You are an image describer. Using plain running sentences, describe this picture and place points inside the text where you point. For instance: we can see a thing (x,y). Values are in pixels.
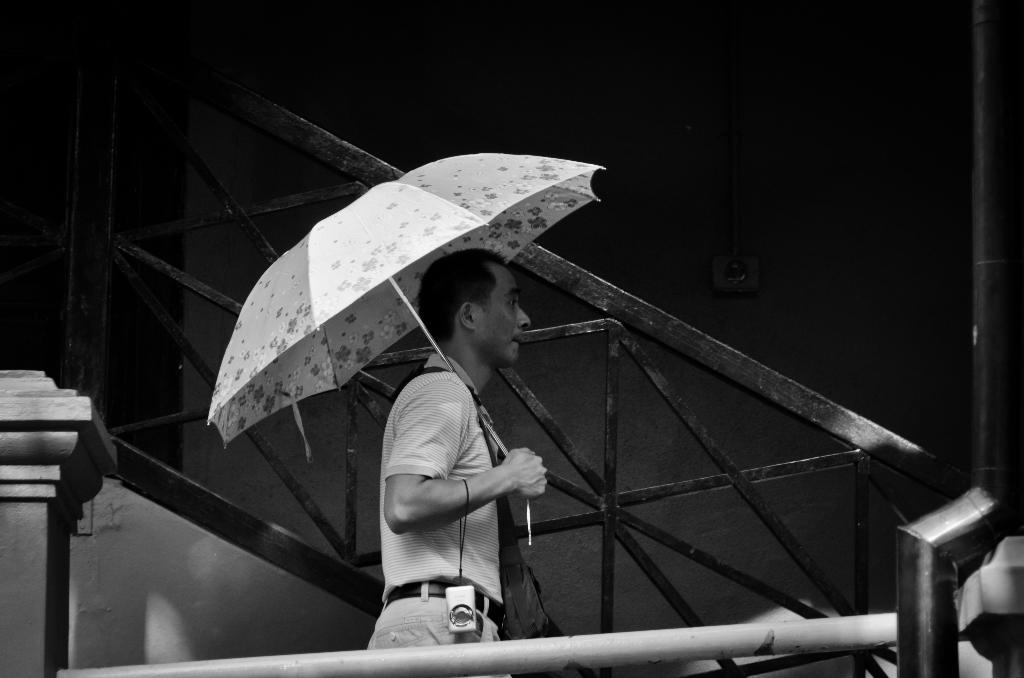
In this image I can see a man (449,574) is standing and I can see he is holding an umbrella (386,282). I can also see a camera (450,607) over here. I can see this image is black and white in colour.
